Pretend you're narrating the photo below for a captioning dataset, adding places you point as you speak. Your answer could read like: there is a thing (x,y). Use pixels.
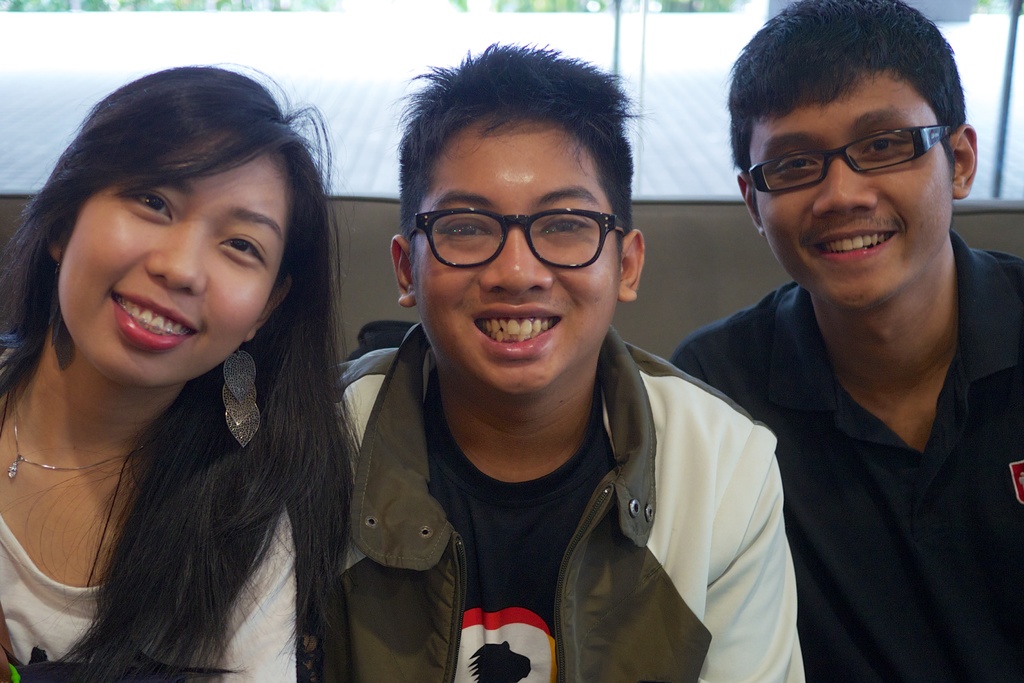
In this image I can see three persons (836,313). In front (541,576) the person (524,580) is wearing black, white and brown color dress (684,562). In the background (683,35) I can see the glass wall (441,22).
